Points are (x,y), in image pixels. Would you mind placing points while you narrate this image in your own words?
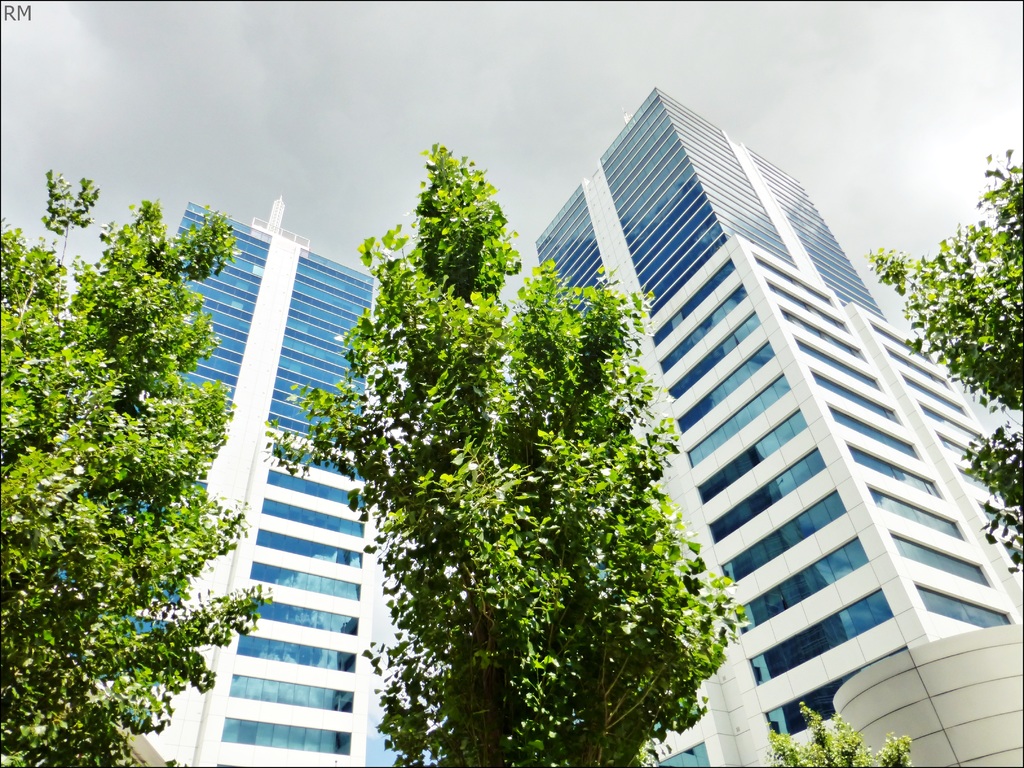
In this picture we can see few trees (446,273) and buildings (295,252).
